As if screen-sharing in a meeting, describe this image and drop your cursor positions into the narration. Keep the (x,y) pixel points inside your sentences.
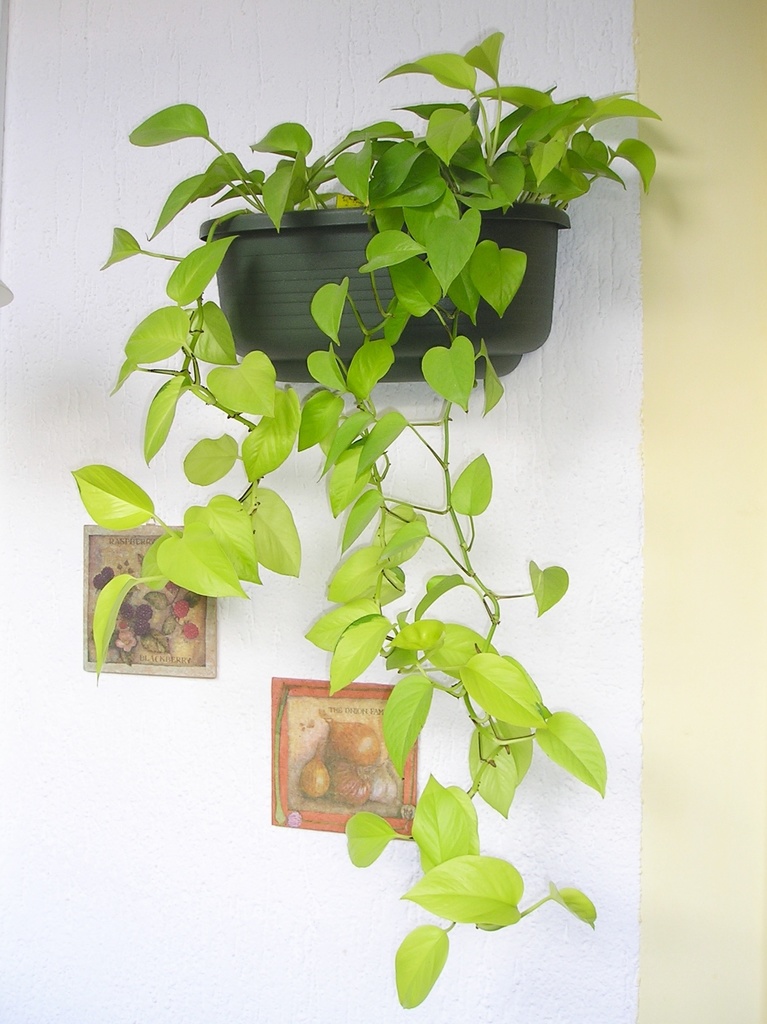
In the center of this picture (484,381) we can see the wall mounted potted plant (276,257) and we can see the picture frames (197,668) containing the depictions (347,758) of the food items (340,745).
